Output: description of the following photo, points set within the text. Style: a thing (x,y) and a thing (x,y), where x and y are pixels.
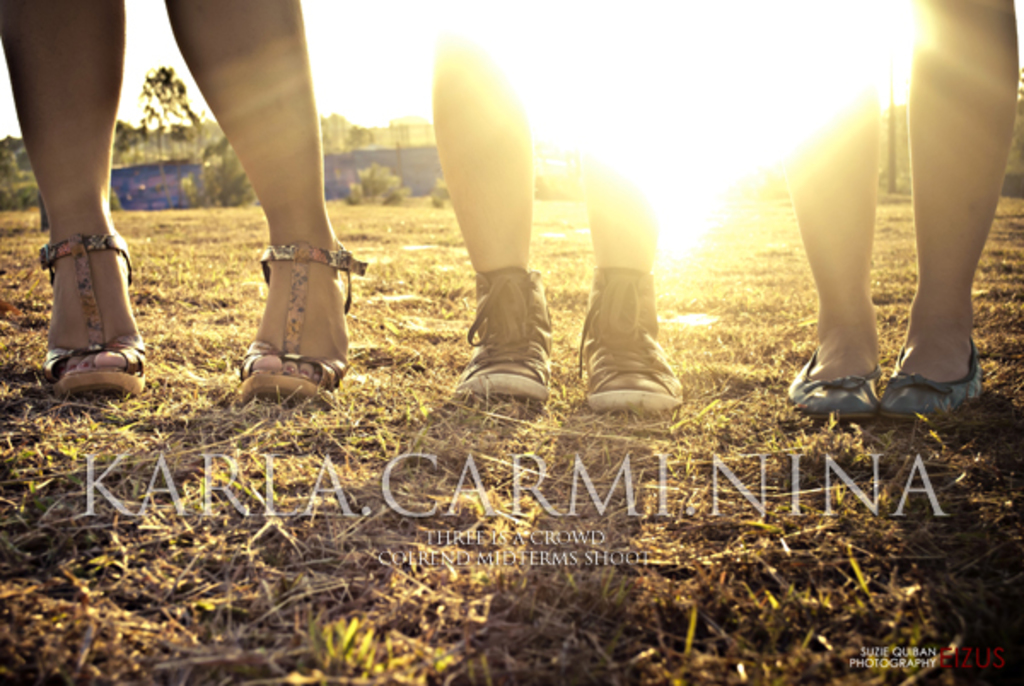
In this image in the center (627,232) there are some people (595,227) who are standing, at the bottom (802,543) there is grass (190,321). In the background (139,160) there are some trees (384,181), and at the bottom of the image (388,508) there is some text (564,511).
